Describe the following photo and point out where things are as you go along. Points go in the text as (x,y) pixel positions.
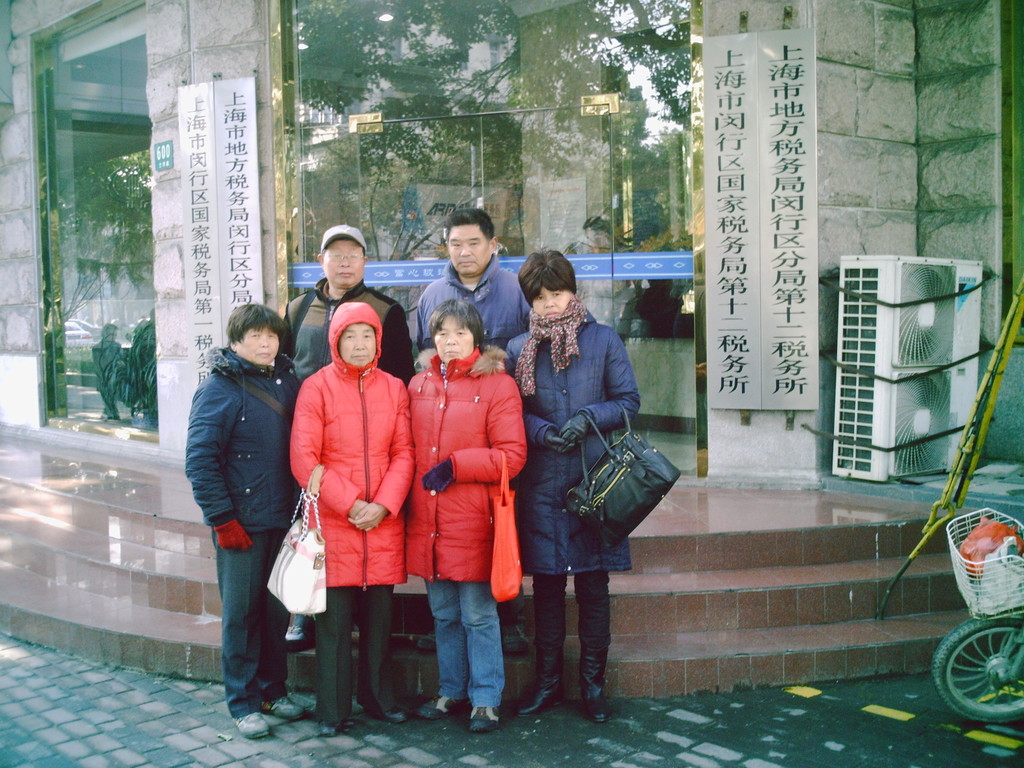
In this image we can see few persons (334,356) are standing on the road (178,756) and among them few persons (263,513) are carrying bags (322,465). On the right side (961,702) we can see a wheel (957,690) of a bike (965,642), objects (991,554) in a basket (1010,556), air conditioners (964,389) and a metal object (963,475). We can see a building (277,146), glass wall (327,112) and texts (242,167) written on the boards (213,147) on the walls (913,137).
